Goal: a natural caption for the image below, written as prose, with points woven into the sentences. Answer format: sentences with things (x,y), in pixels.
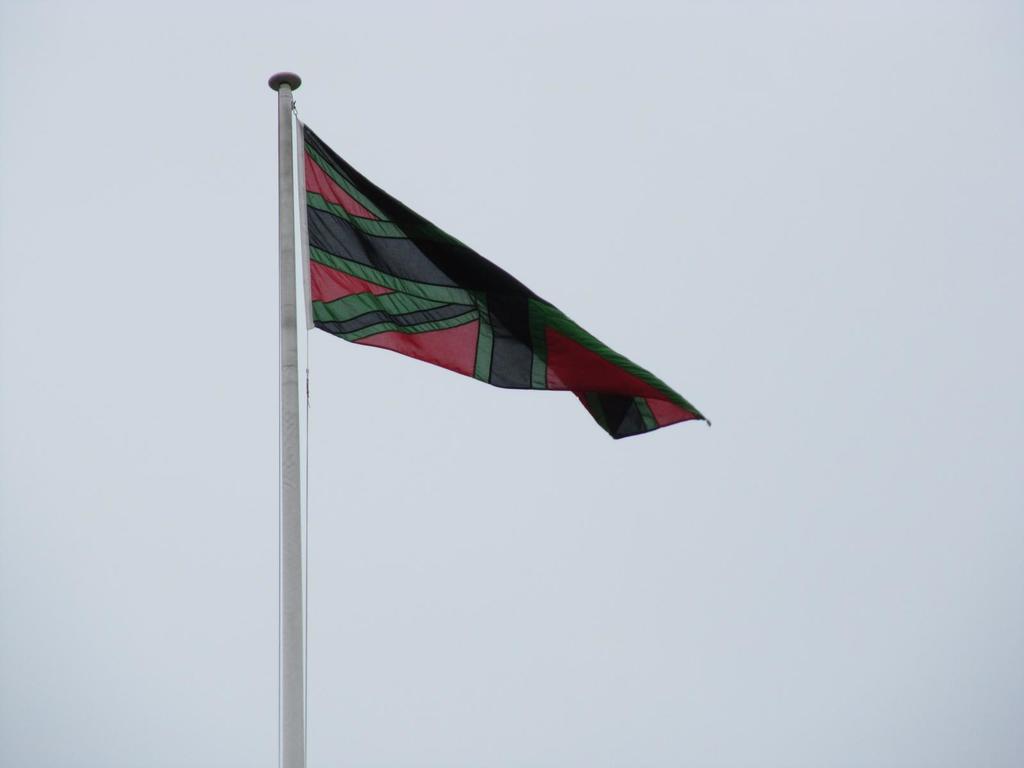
Here on the pole (300,660) there is a flag (346,335), here there is white color background (676,44).
